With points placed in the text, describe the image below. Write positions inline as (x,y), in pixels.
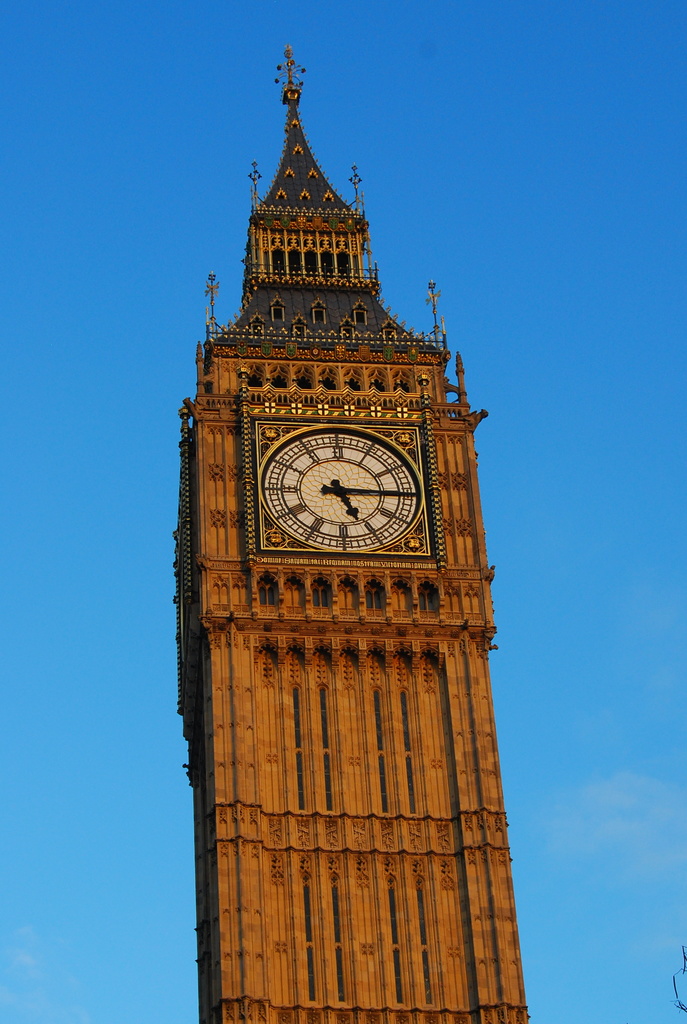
In the picture we can see a historical clock tower (224,969) with some architecture (358,641) to it and with a clock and behind the tower (348,657) we can see a sky (560,739) which is blue in color.
